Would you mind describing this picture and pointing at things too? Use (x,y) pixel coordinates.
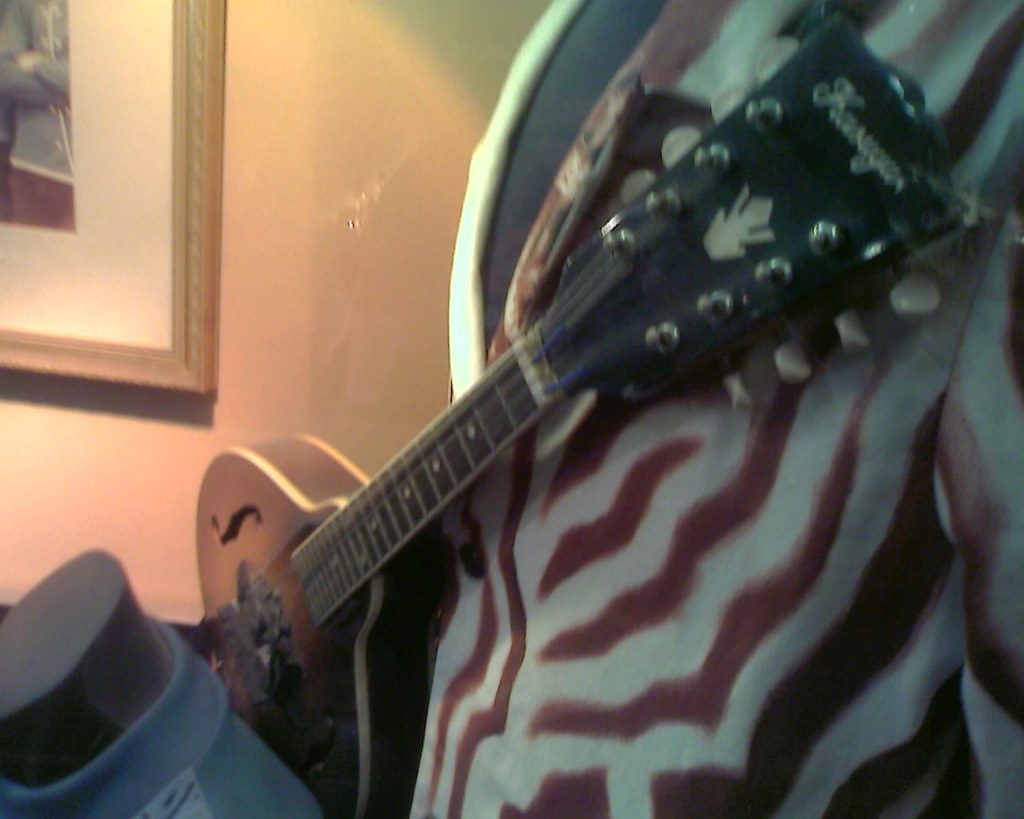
It's a mandolin (389,530). On the left side (322,234) there is a wall (298,218).
